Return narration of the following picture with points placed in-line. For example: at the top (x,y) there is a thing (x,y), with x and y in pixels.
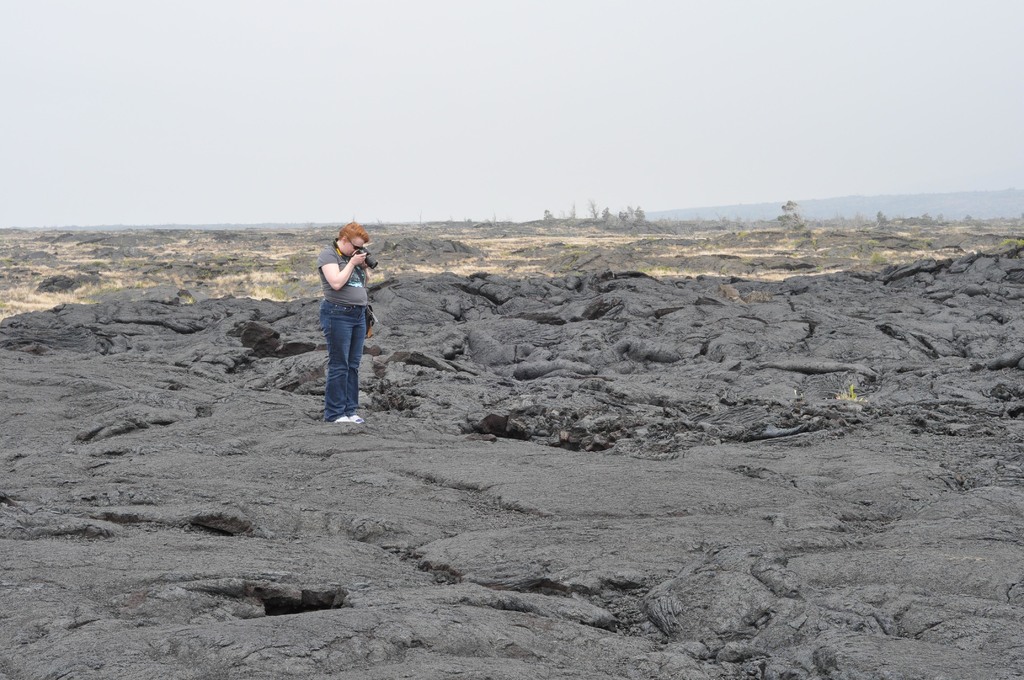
In the image in the center (348,297), we can see one person (321,259) standing and holding the camera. In the background (344,156), we can see the sky (307,140), plants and grass (950,226).
